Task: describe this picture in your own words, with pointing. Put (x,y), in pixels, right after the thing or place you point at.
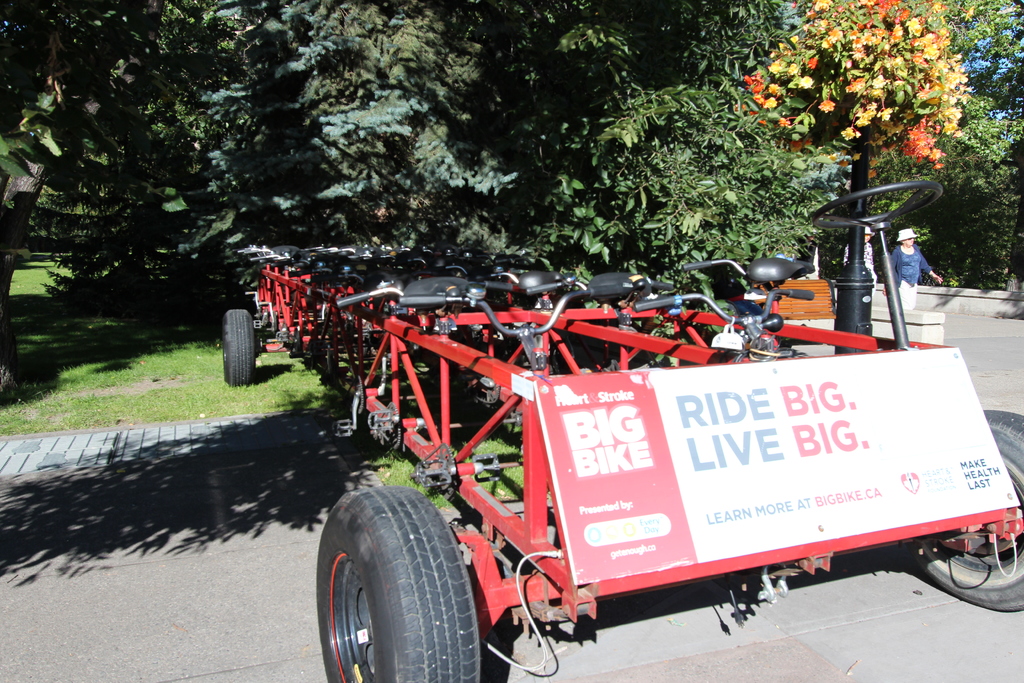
In the center of the image (617,455), we can see a board (634,379) and there are vehicles (419,292). In the background (512,73), there are trees (840,192), people (904,255), a bench (808,288) and a plant (872,117). At the bottom (114,520), there is a floor (154,532).
